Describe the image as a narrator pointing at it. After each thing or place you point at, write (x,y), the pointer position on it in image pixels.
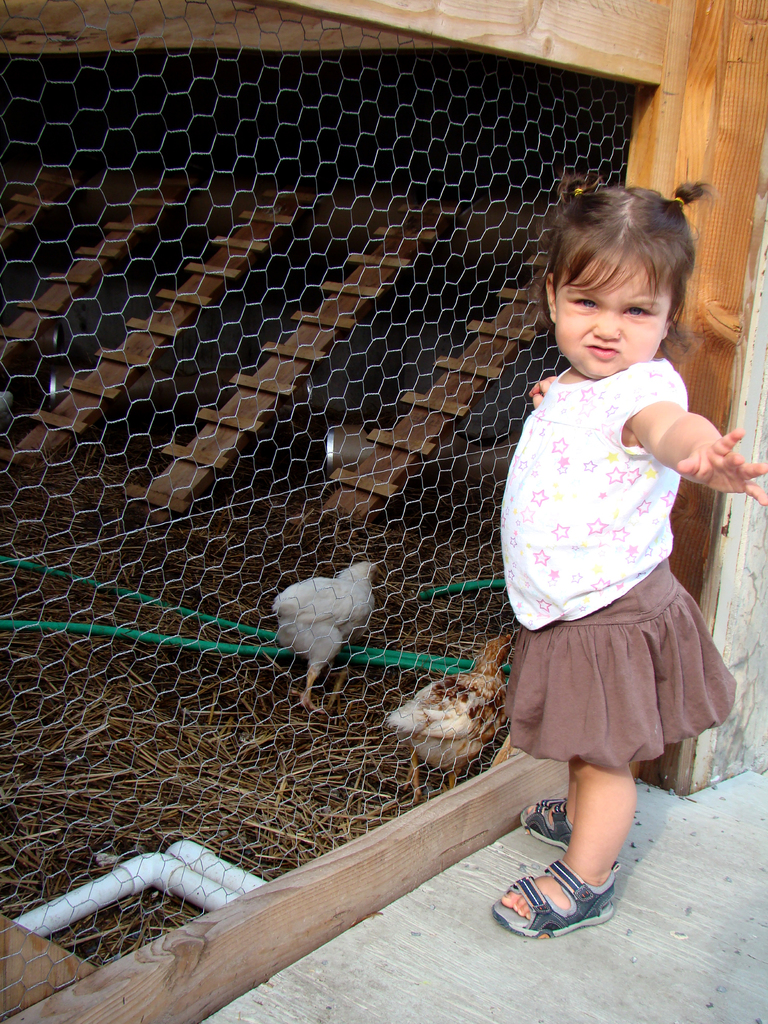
In this picture there is a girl (632,473) standing. At the back (250,704) there are hens (331,705) behind the fence (316,485) and there is grass (432,516) and there are pipes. At the bottom (400,940) there is a floor (678,861).
